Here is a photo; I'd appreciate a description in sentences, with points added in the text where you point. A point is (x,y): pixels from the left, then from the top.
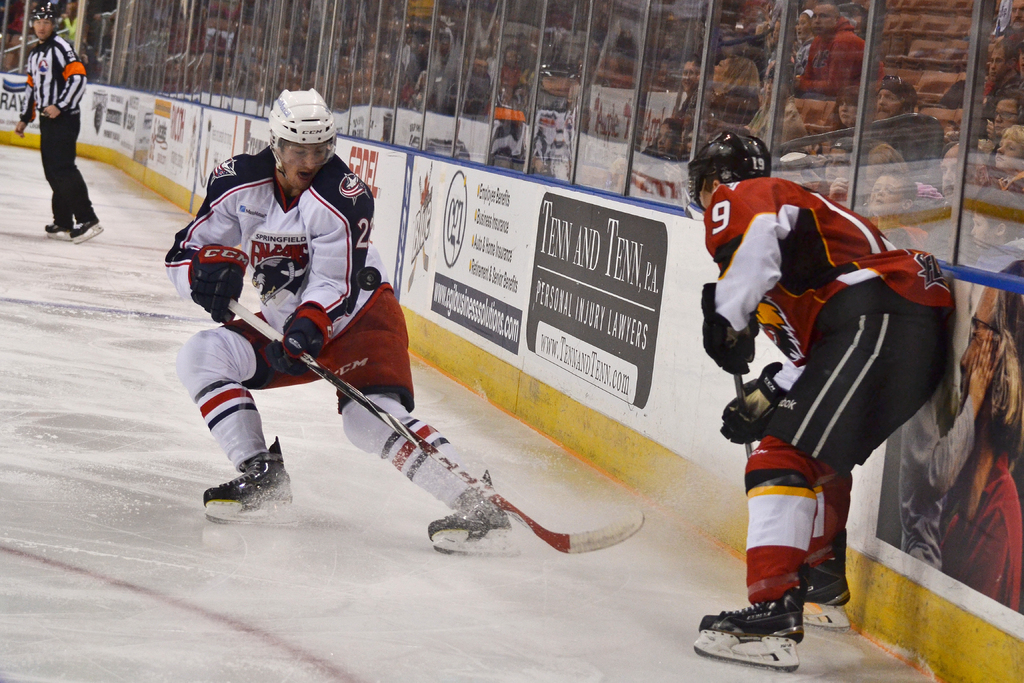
In this picture we can see a person (263,174) wearing a helmet (308,99) and holding an ice hockey stick (595,543). We can see the text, images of people (1004,392) and a few things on the posters (991,386). There is a person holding an object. We can see a man (72,112) wearing a helmet (53,15) and ice skates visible on the floor (160,379). We can see glass objects (619,138). Through these glass objects (678,133), we can see some people (808,45) sitting on the chairs (899,51) and other objects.
